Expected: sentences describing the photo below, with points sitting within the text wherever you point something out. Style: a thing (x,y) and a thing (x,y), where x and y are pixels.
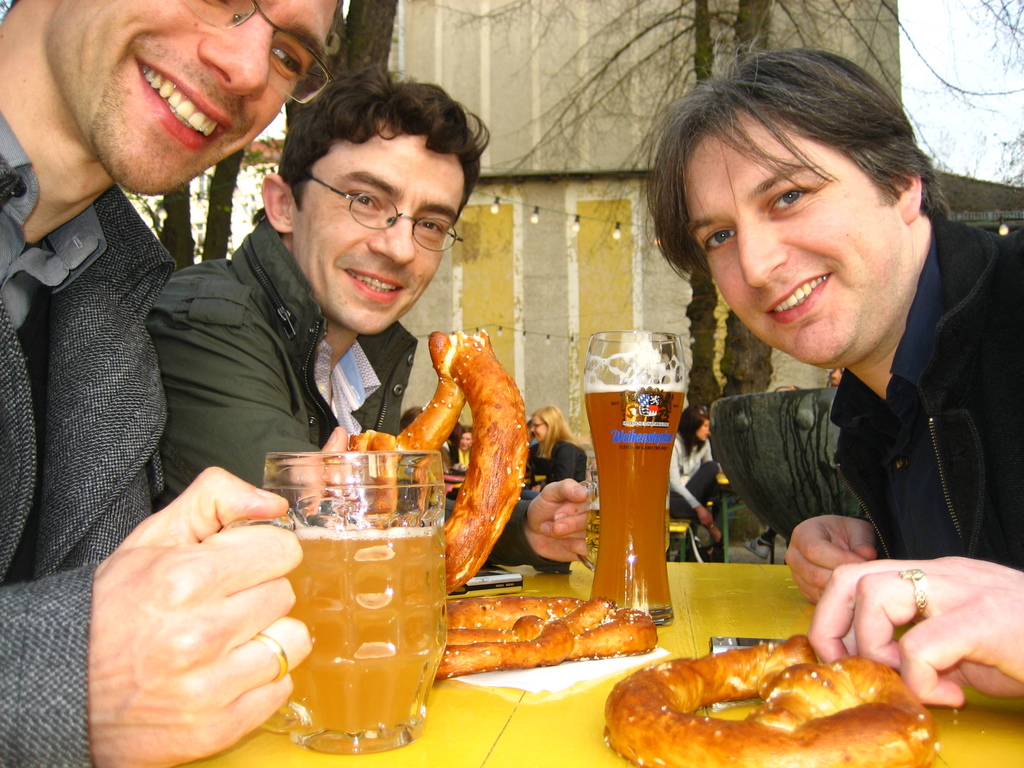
As we can see in the image there is a wall (589,179), dry tree (750,19) and three people (409,196) sitting over here. In front of them there is a table (727,592). On table (518,701) there is a fast food (673,672) and glasses (359,577).
